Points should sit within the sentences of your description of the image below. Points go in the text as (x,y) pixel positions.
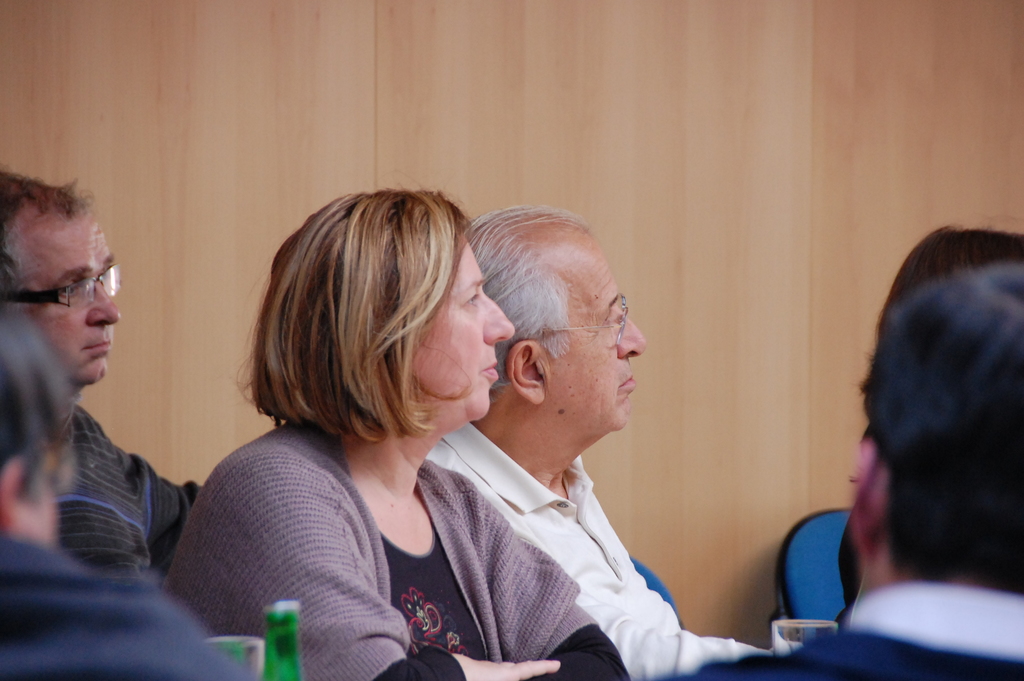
In this image we can see few persons (286,302) are sitting and at the bottom (278,654) we can see glasses (261,654) and a wine bottle (291,655). In the background (611,147) there are chairs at the wall (462,149).
